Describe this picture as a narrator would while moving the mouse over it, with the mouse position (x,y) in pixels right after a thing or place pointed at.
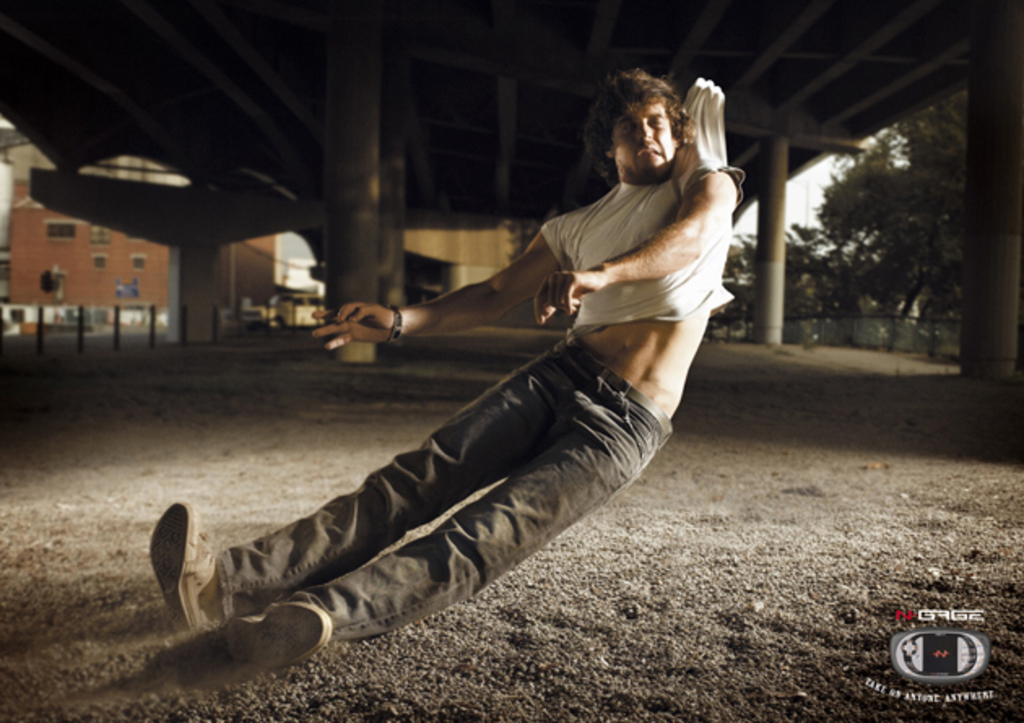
In this image in the center (501,445) there is one person (523,480) who is leaning backward, at the bottom (763,567) there is a road (795,608) and in the background (888,235) there are some houses (132,242), pillars (341,233) and some trees (888,149). On the top (412,72) there is ceiling (276,105).
